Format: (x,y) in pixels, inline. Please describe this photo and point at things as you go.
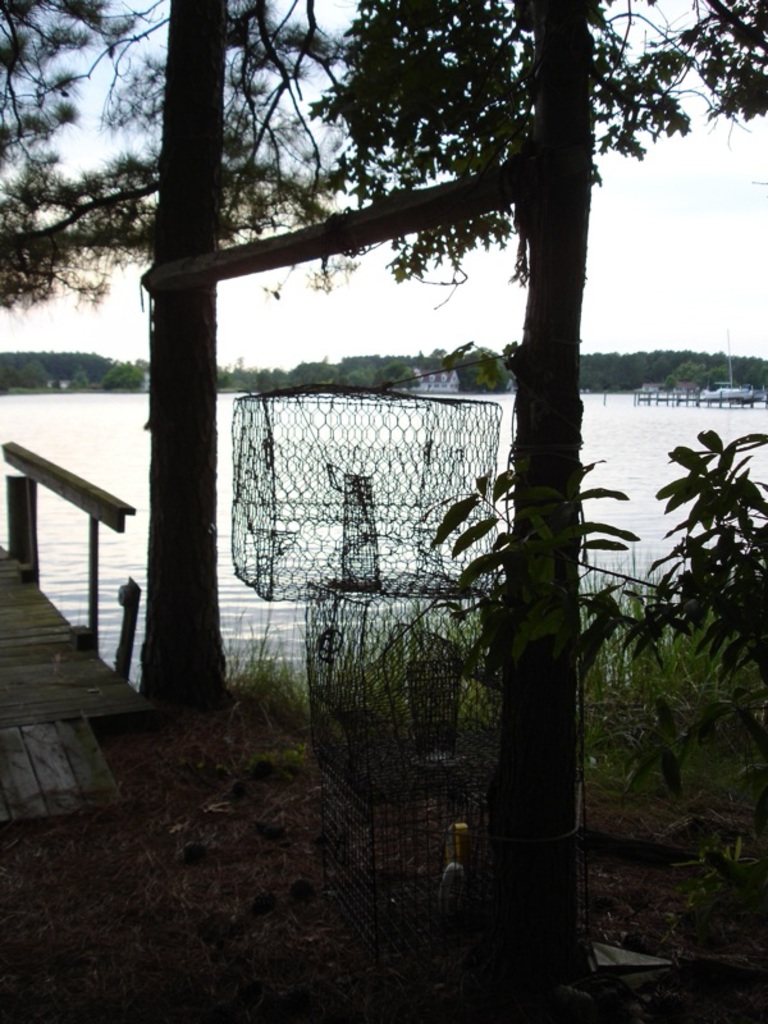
In this image we can see rectangular shape net boxes (386,561) and trees (492,129). Left side of the image (42,653) wooden path (40,624) is there. Background of the image (676,378) trees (638,375) and water body (119,453) is present.
